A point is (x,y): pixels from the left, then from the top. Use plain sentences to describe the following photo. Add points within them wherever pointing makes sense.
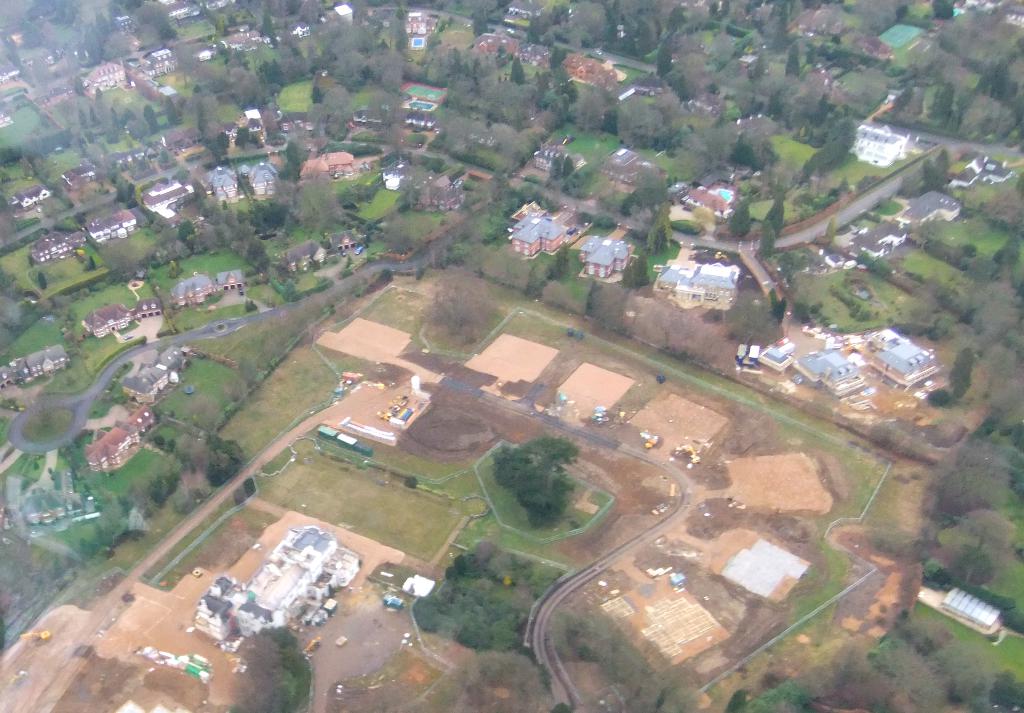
In this picture we can see roads (819,225), buildings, trees (547,493).
